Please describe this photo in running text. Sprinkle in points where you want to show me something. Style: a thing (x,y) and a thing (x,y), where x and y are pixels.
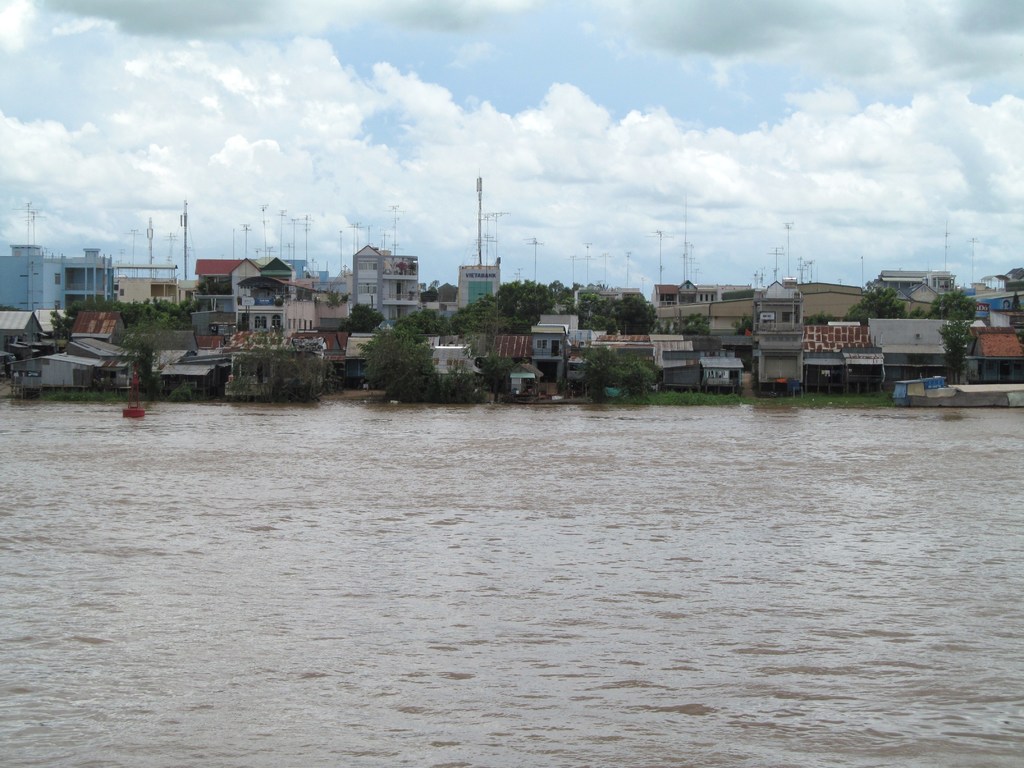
In this image there is a river (135,635) and we can see buildings (496,349) and trees (530,325). There are poles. In the background (679,225) there is sky (315,115).
